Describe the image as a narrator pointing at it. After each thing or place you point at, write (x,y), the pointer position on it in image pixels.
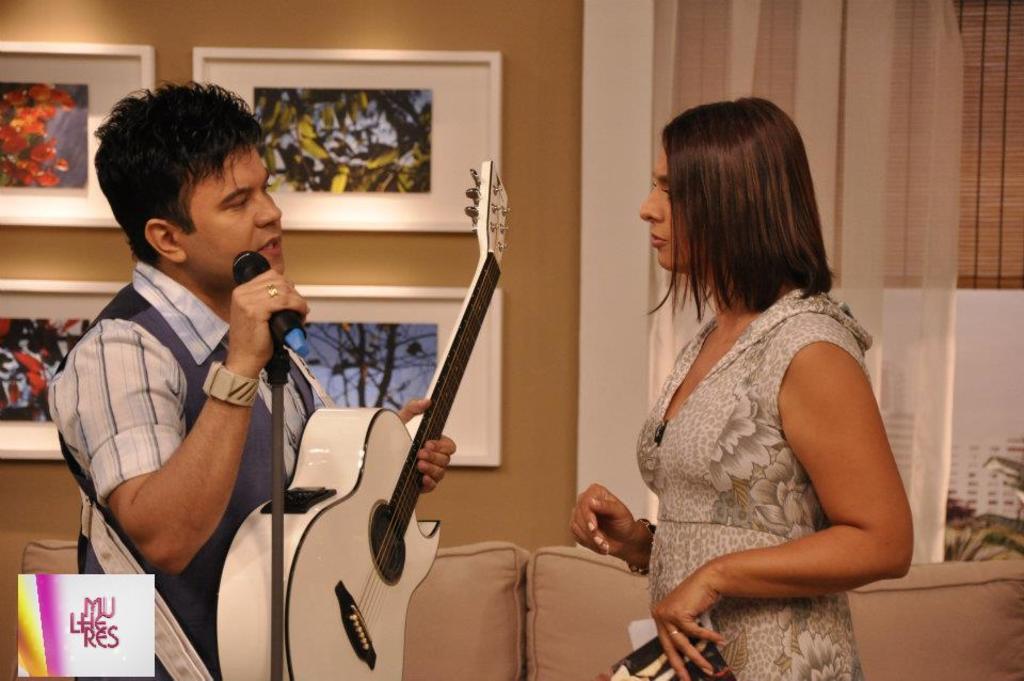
On the right side of the image (780,452) we can see a woman (852,430) standing. On the left side of the image (285,418) we can see a man (232,353) standing while holding a mic (302,347) and guitar (378,519) in his hands (429,490). In the background (526,139) we can see sofa (608,619), photo frames (413,149) on the wall (424,516).
